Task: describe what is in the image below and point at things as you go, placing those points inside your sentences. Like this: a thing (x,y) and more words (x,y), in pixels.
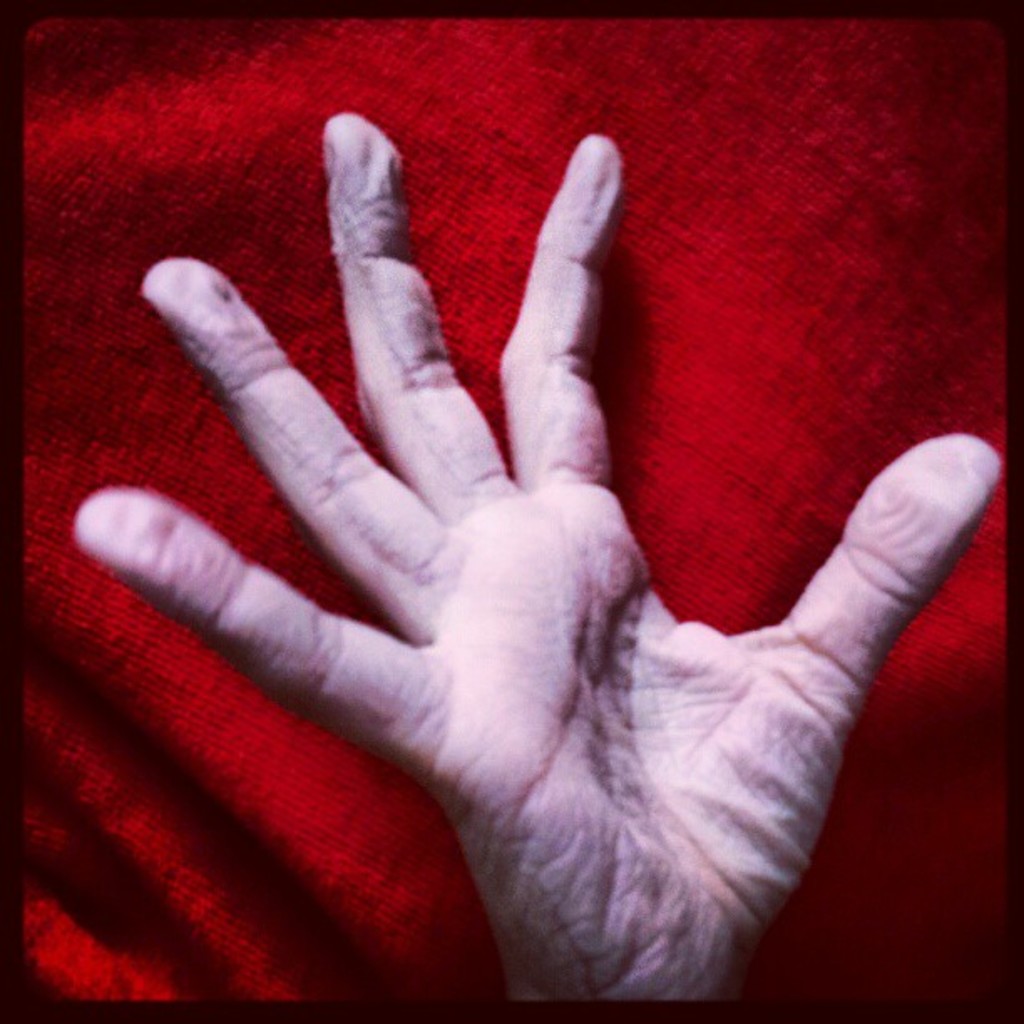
In this image I see a person's hand (503,496) and I see the red color cloth (276,775).
